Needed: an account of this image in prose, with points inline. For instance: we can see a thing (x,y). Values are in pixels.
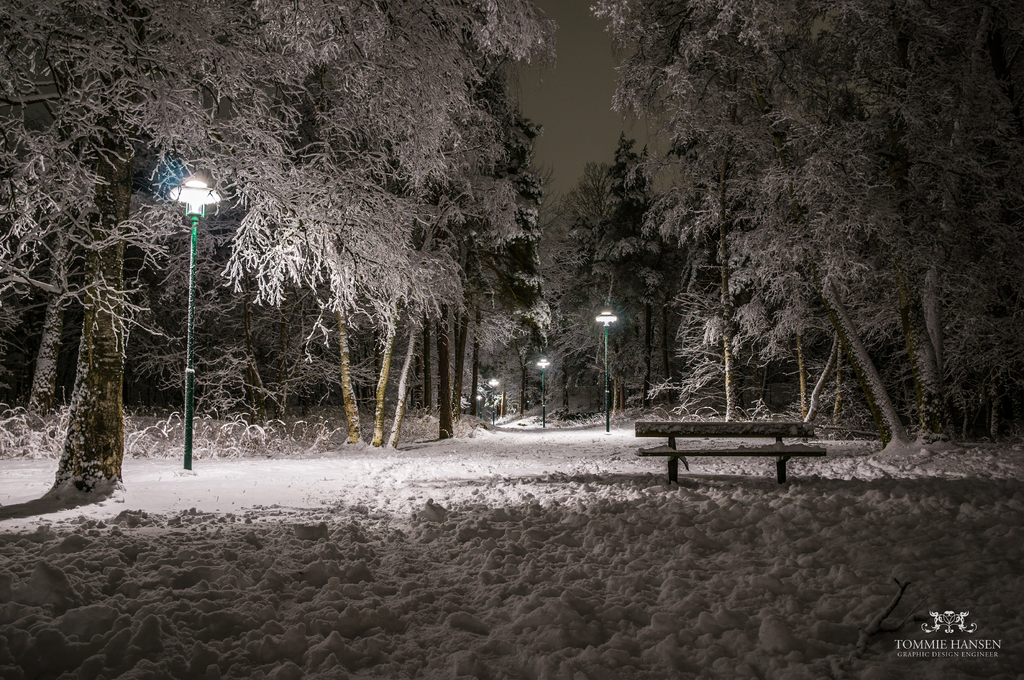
In this image there is a bench (732,422) on the land (675,513) covered with snow (502,545). There are few street lights (184,424). Behind there are few trees (419,281) which are covered with snow (391,265).
